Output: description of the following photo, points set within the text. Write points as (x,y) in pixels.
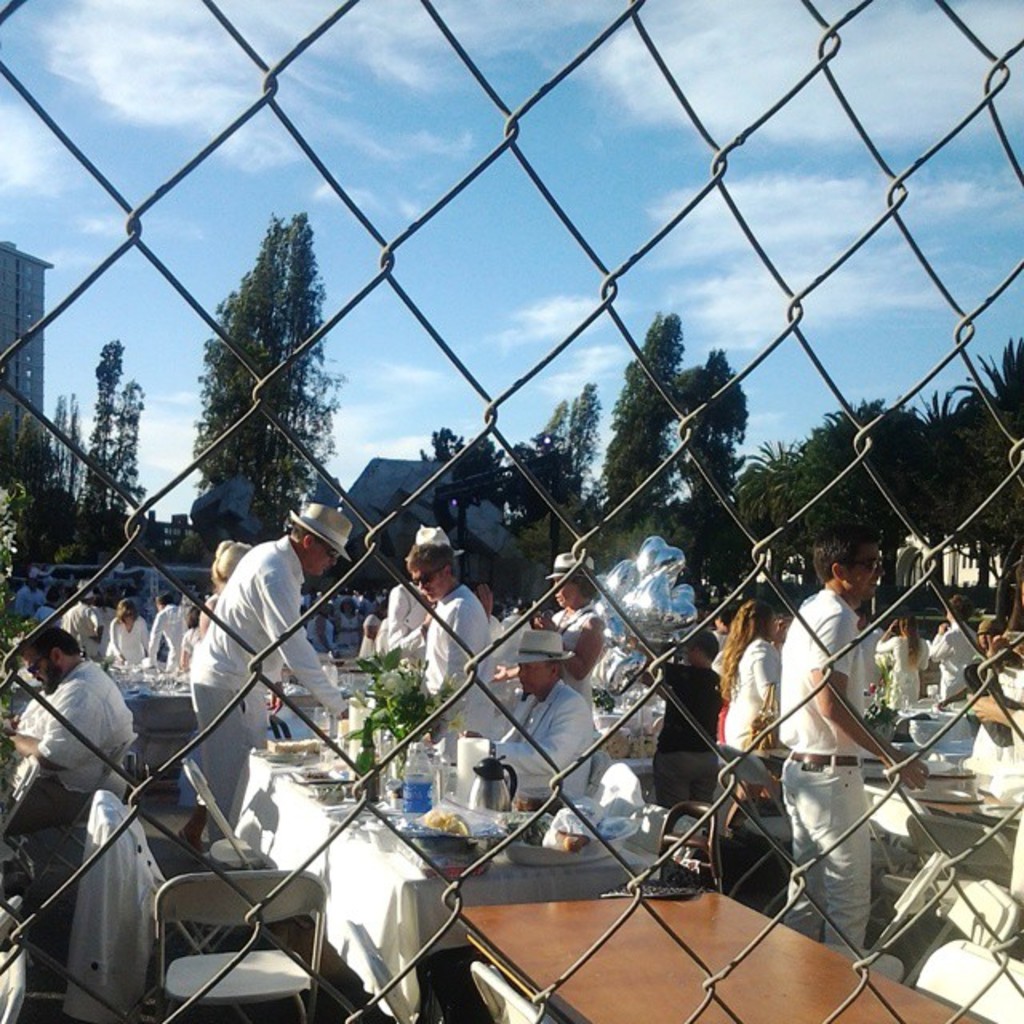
In this image, we can see a mesh (391,721), a group of people (93,716). Few are sitting and standing. Here we can see chairs (992,893) and tables (494,825). Few items (494,825) are placed on it. Background (34,475) there are so many trees (526,530), house (394,556), building (173,532) and sky (461,302) we can see.
